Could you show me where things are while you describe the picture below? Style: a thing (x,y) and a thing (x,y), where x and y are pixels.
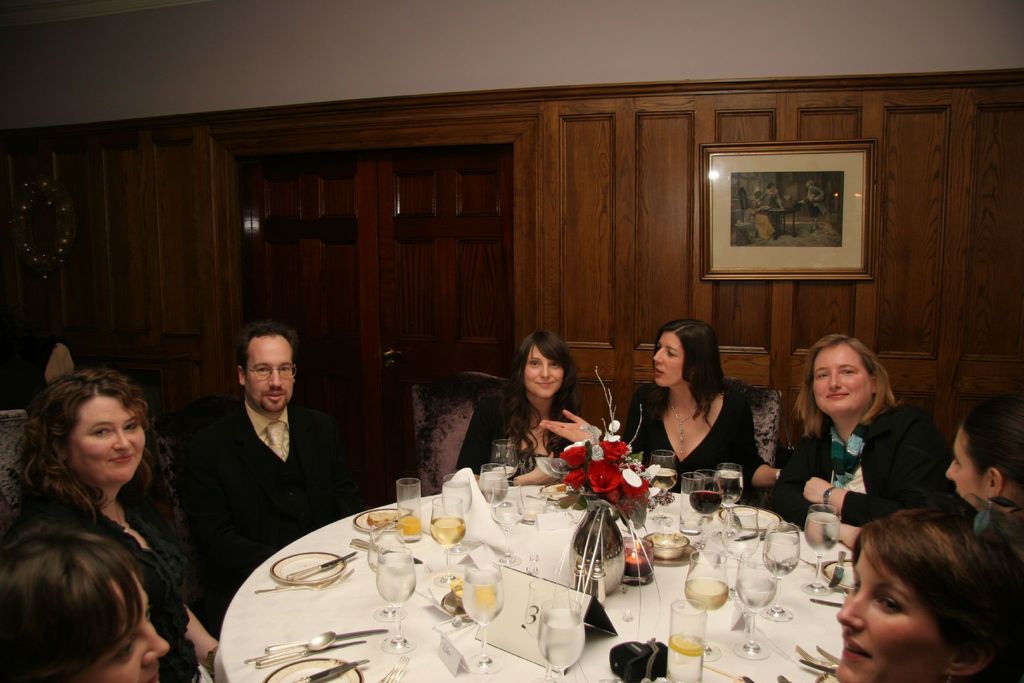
A group of people (902,550) are sitting around a table (561,551) and having their dinner (561,485).
